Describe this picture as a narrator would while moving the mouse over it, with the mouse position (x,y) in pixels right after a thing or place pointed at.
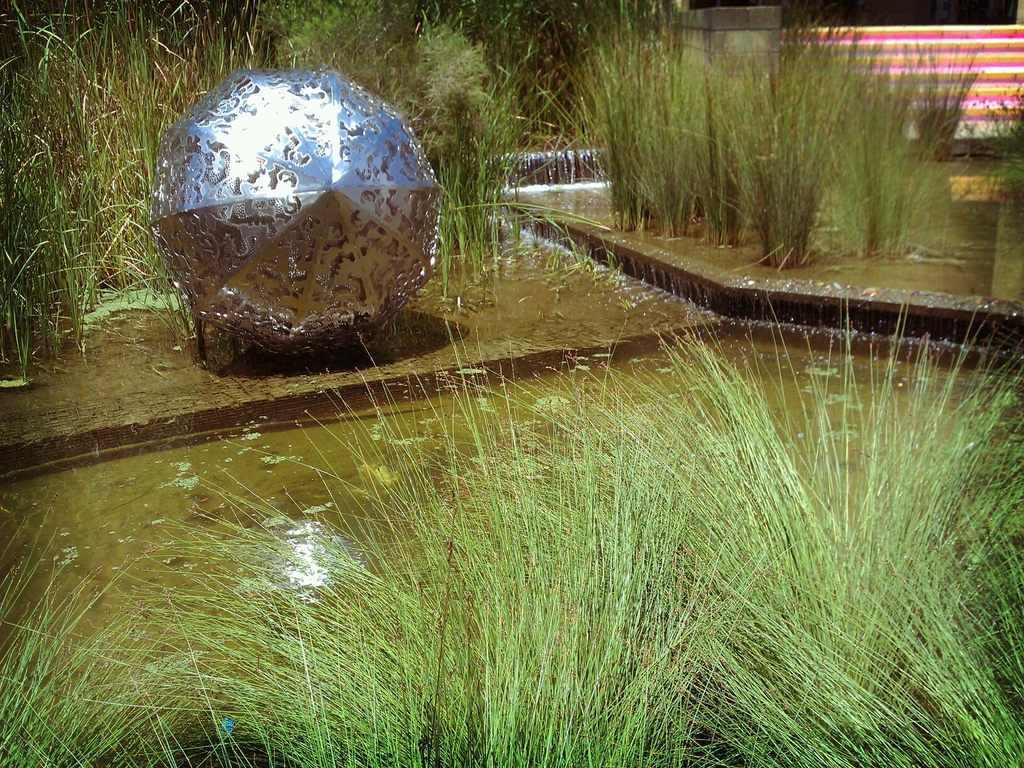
This is the grass (633,634), which is green in color. I can see the water (568,341) flowing. This is an object (287,203), which is silver in color. In the background (971,38), I think these are the colorful stairs (976,50).
